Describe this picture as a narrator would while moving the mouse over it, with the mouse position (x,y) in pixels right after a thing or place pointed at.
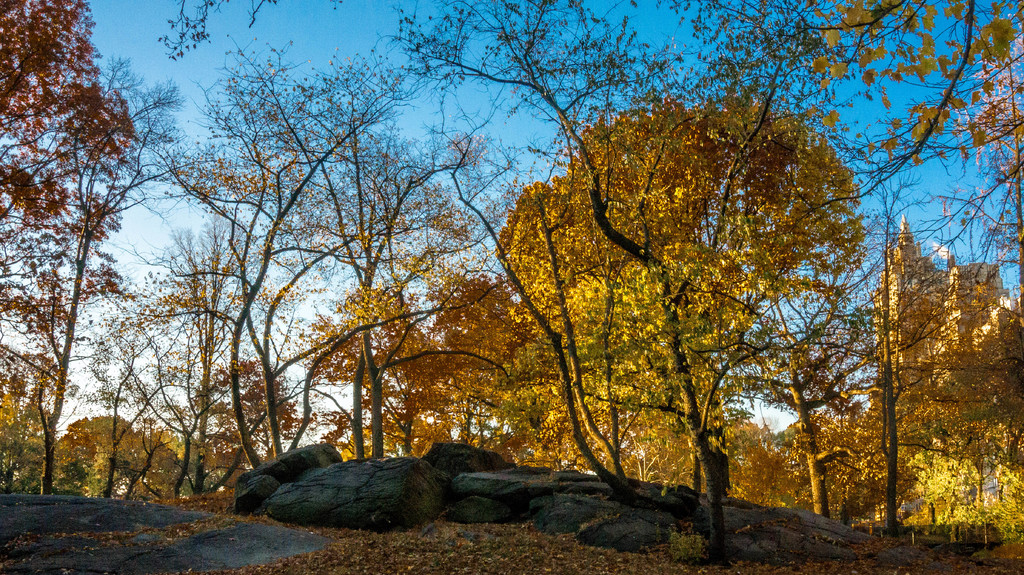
In this image I can see few trees (652,236) and yellow color leaves (657,296). I can see few rocks (506,512). The sky (447,156) is in blue and white color.
